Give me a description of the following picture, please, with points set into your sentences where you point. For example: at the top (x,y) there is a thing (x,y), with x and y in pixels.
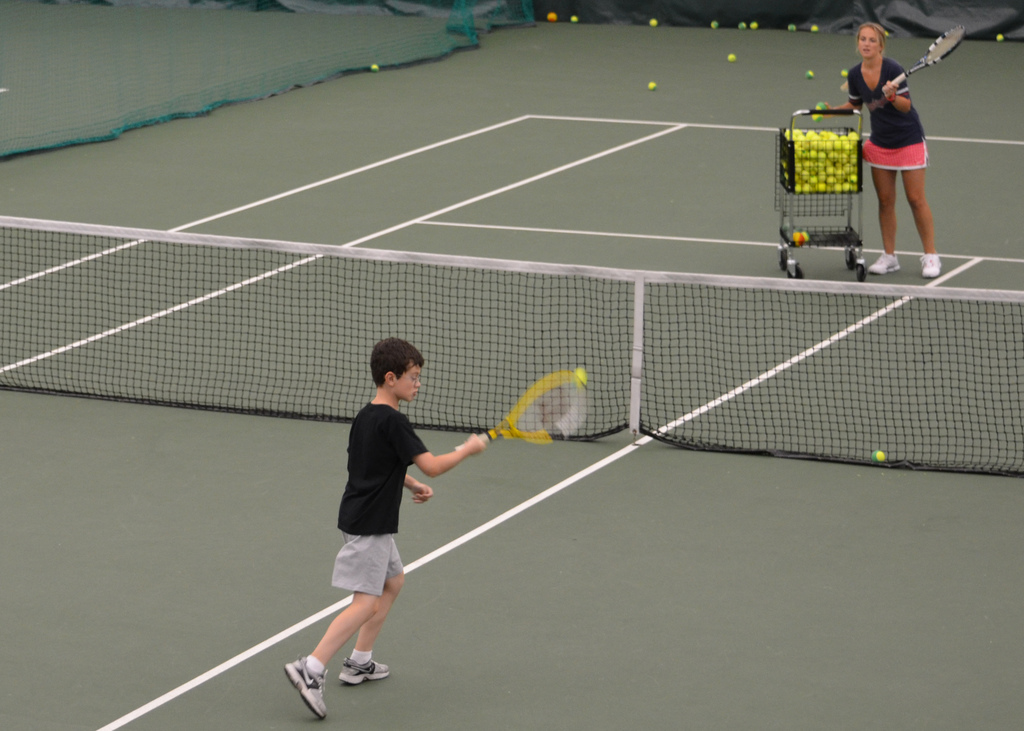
In this picture we can see two people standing on the ground (779,551), they are holding tennis rackets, here we can see a net (709,339), trolley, balls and in the background (983,5) we can see a fence (969,12).
